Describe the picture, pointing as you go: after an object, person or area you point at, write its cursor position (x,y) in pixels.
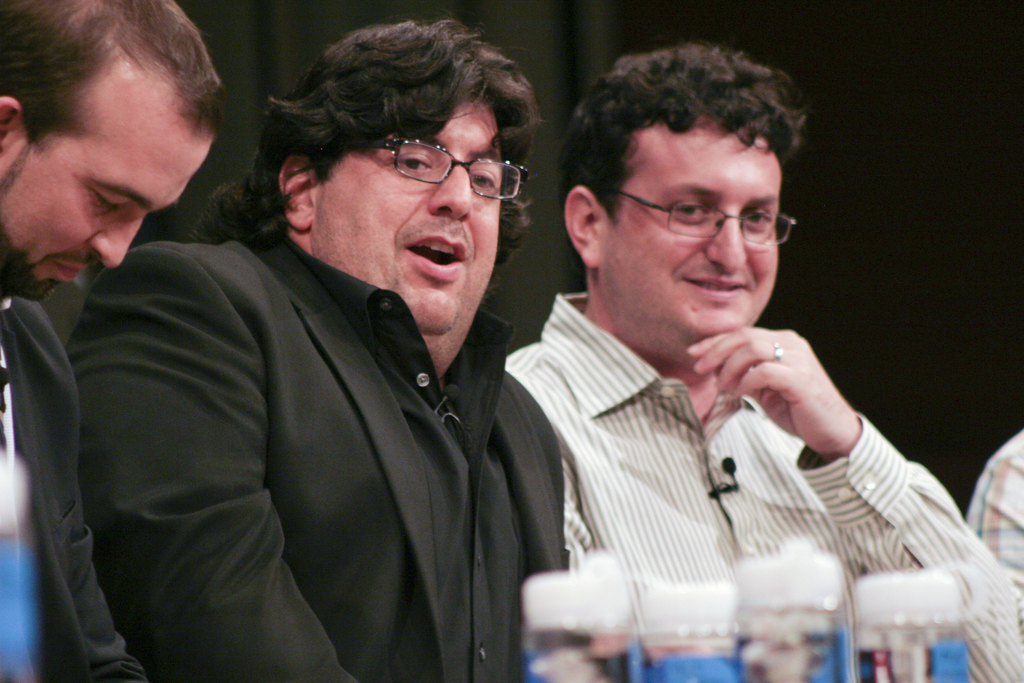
In this picture we can see two men (580,488) are smiling. There are two people (48,126) on the right (1009,558) and left side (33,138). We can see few bottles (819,586). Background is black in color.
